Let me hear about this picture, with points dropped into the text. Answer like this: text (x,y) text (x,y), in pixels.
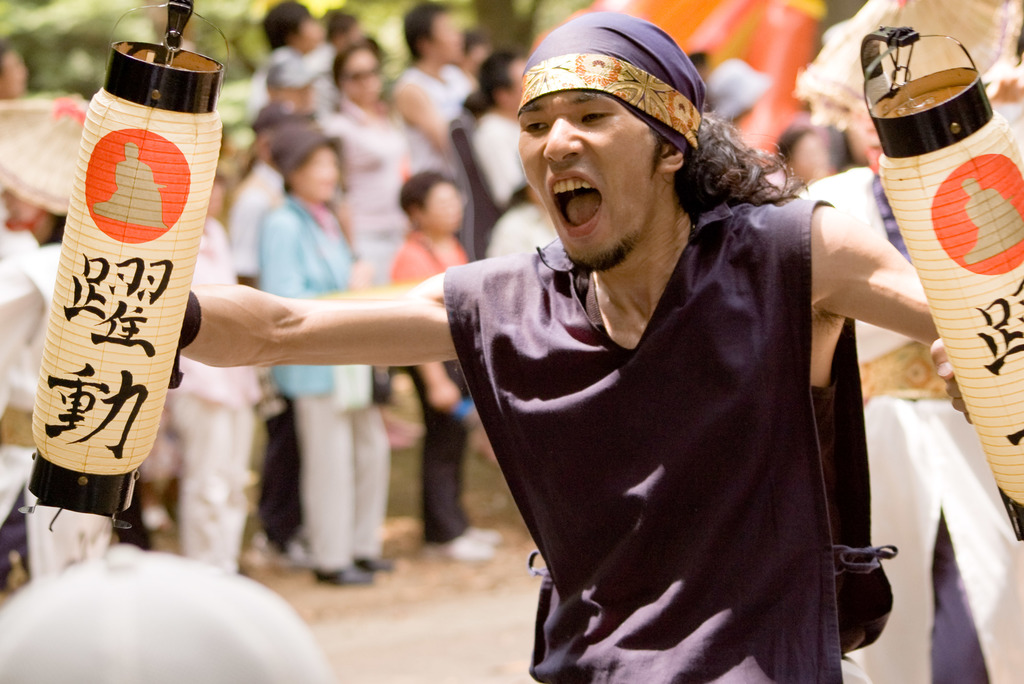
In the foreground of this image (553,358), there is a man (587,425) holding lanterns (956,336) in his hands (942,343). At the bottom (172,630), there is a head (175,668) of a person (194,658). In the background (358,200), there are people (339,254) standing and we can also see greenery (86,16) at the top (109,15).
